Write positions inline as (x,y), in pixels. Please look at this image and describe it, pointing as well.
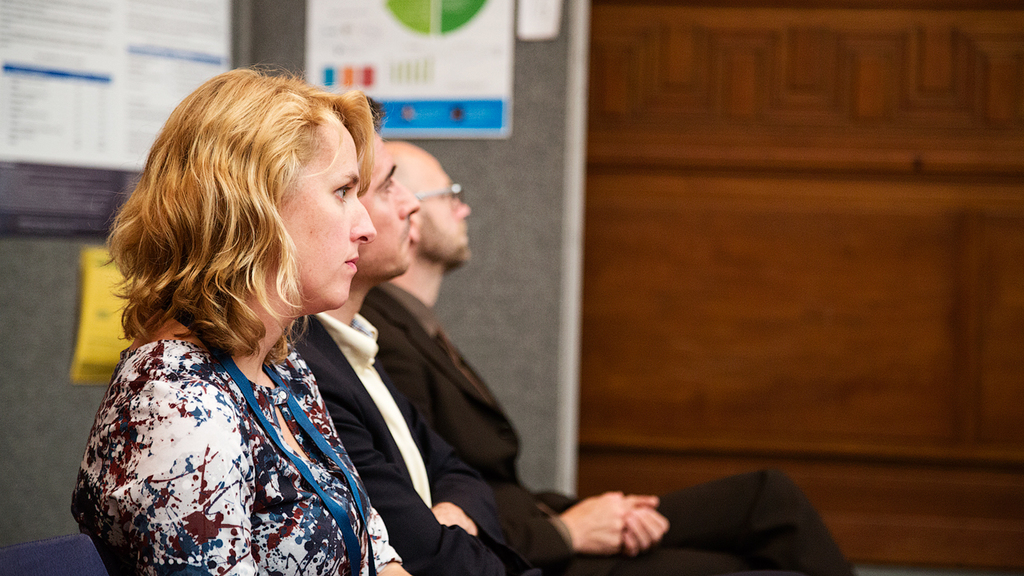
In this image I can see one woman (283,418) and two men (397,411) are sitting. I can see she is wearing colorful top (259,475) and I can see those two are wearing black dress (422,508). In the background (445,105) I can see few posters (413,112) and on these posters (150,67) I can see something is written. I can also see one of them is wearing specs (430,194).
